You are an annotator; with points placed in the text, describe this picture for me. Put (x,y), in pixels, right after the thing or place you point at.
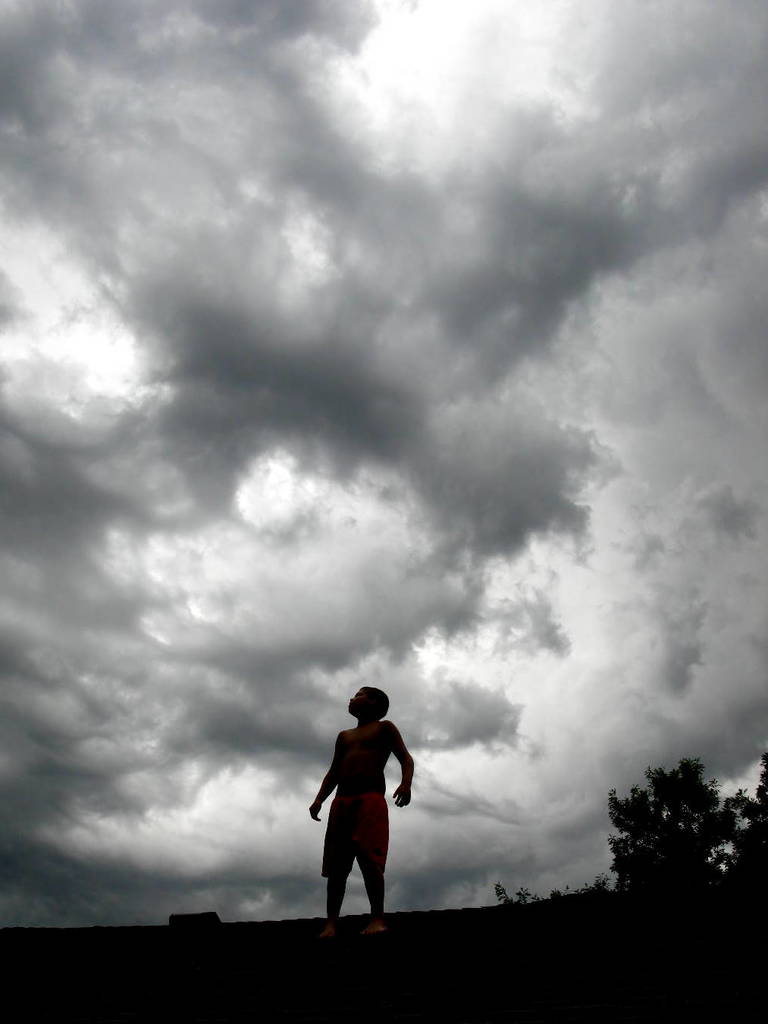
In this picture we can see a boy (348,842) standing in the front (370,934). beside there are some trees (650,818). On the top (278,251) we can see cloudy sky (298,426).
